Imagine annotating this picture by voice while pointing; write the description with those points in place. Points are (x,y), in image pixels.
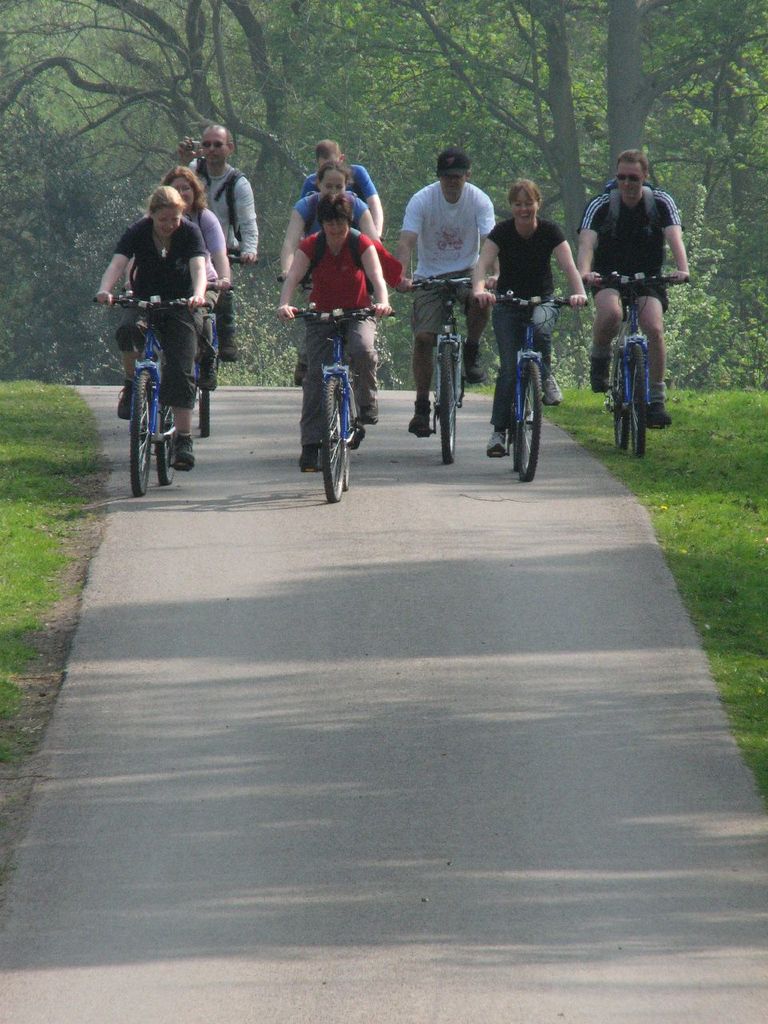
On the background (494,83) we can see trees (456,94). Here we can see few persons (602,317) riding bicycle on the road (446,641). This is a fresh green grass (766,518).
